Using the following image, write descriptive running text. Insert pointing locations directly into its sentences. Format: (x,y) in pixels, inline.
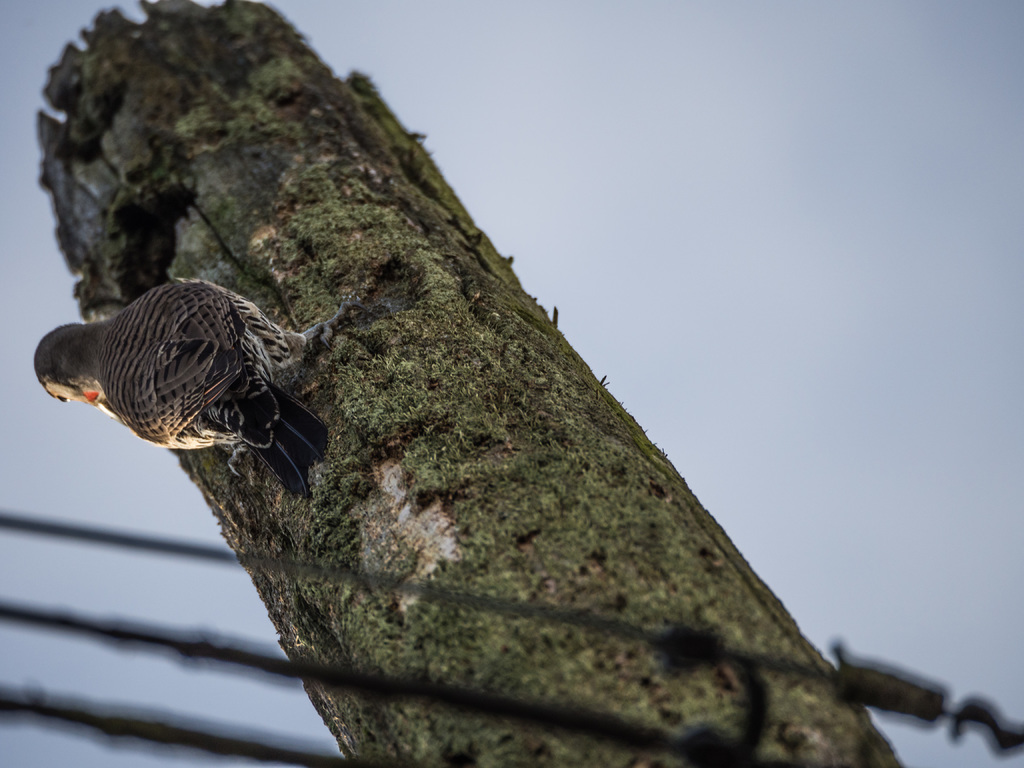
In this picture we can see a bird (117,374) on a wooden object (388,485). There are a few objects (644,733) visible at the bottom of the picture (973,711). We can see the sky (677,45) on top of the picture (846,54).
